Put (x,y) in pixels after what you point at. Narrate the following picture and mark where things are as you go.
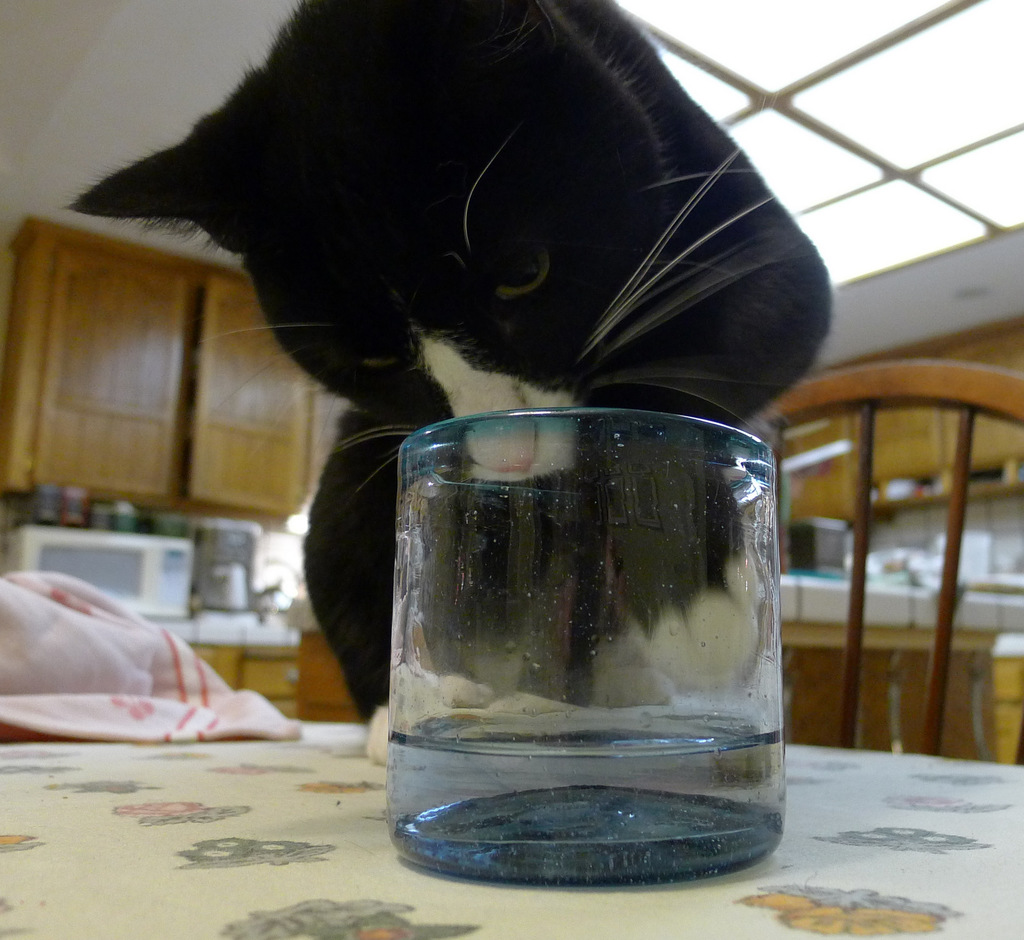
In this image there is a table (98,819), on the table (98,819) there is a glass (555,603), cloth (74,702), cat (331,538), in front of table (1006,860) there is a chair (950,392), at the top (901,137) there is a roof (40,130), in the middle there is a kitchen cabinet (944,461), on which there are some cupboards (40,418) and micro oven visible on the left side (288,481) and there are some other objects (967,540) visible on the right side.
